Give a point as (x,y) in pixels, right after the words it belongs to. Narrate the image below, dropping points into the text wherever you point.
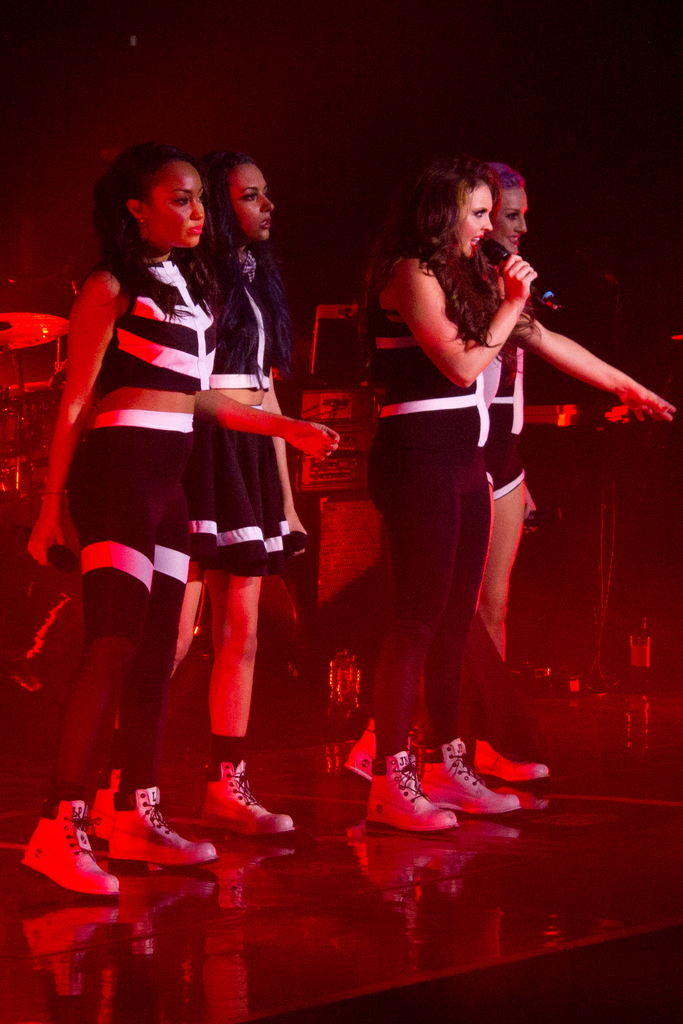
In this image, we can see persons (393,435) standing and wearing clothes (286,529). There are two persons (421,303) holding mics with their hands (521,260).
